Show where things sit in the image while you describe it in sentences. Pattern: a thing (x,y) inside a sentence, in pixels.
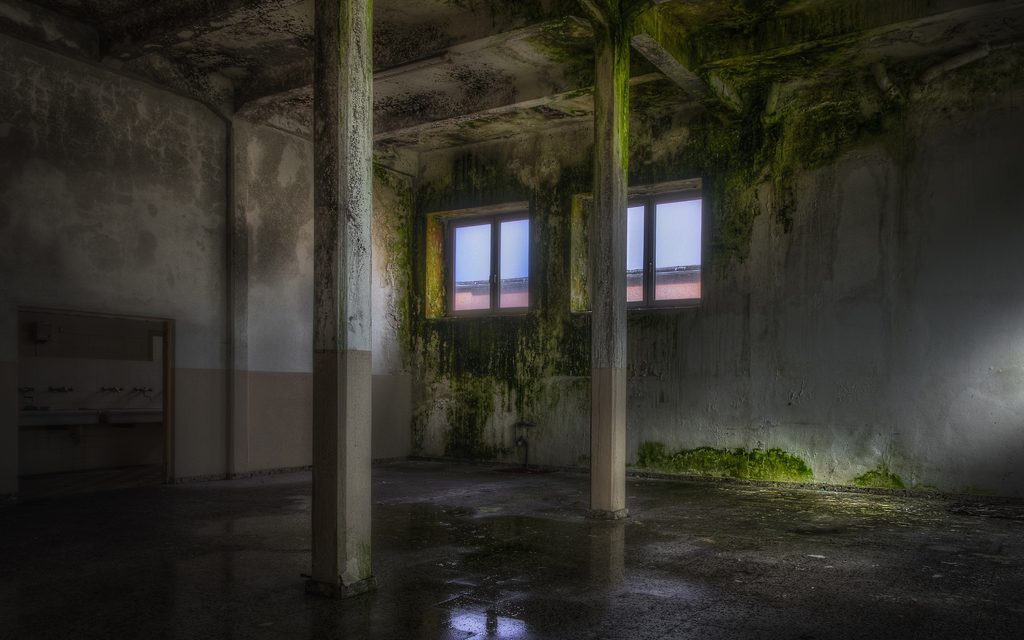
This picture describes about inside view of a room (321,222), in this we can find few taps (143,392).
